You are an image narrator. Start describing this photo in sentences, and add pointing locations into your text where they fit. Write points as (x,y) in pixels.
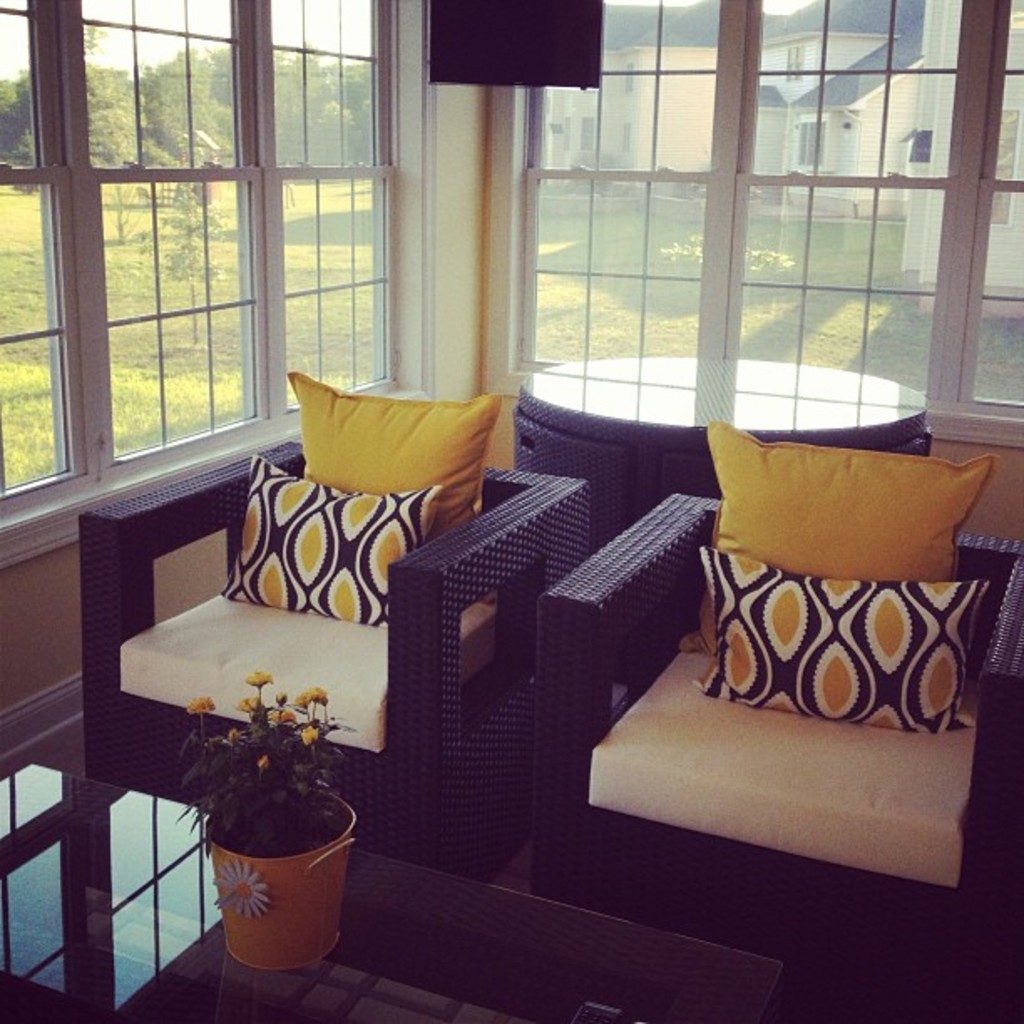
In this picture we can see a room (492,105) with glass windows (249,157) and inside the room (616,427) we have table (654,464), chair (657,569) pillows (829,601) on it and here on this table (119,898) we can see flower pot (254,865) with plant (234,795) in it and from glass (119,295) we can see trees (277,108) and other buildings (801,88).
